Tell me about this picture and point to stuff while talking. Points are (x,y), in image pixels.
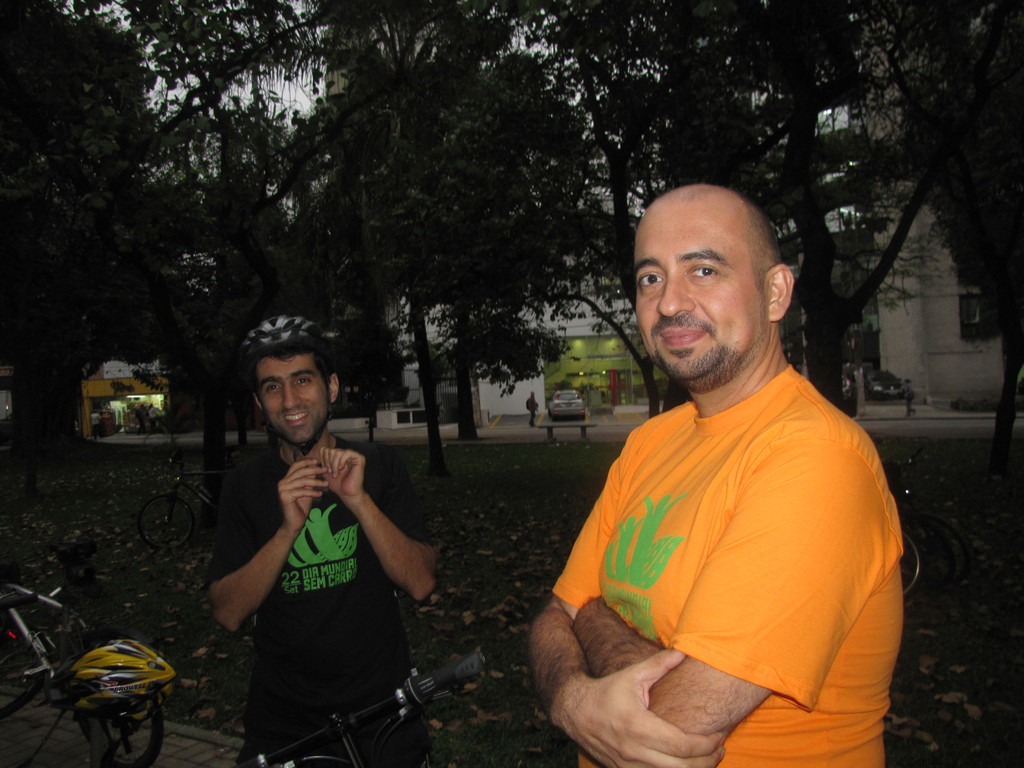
This picture shows a two men (646,541) standing. One of the man (325,384) is wearing a helmet (272,340). There is a bicycle (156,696) beside the other man (689,614). In the background (374,221) there are some trees (451,191) and buildings (570,337) here.
